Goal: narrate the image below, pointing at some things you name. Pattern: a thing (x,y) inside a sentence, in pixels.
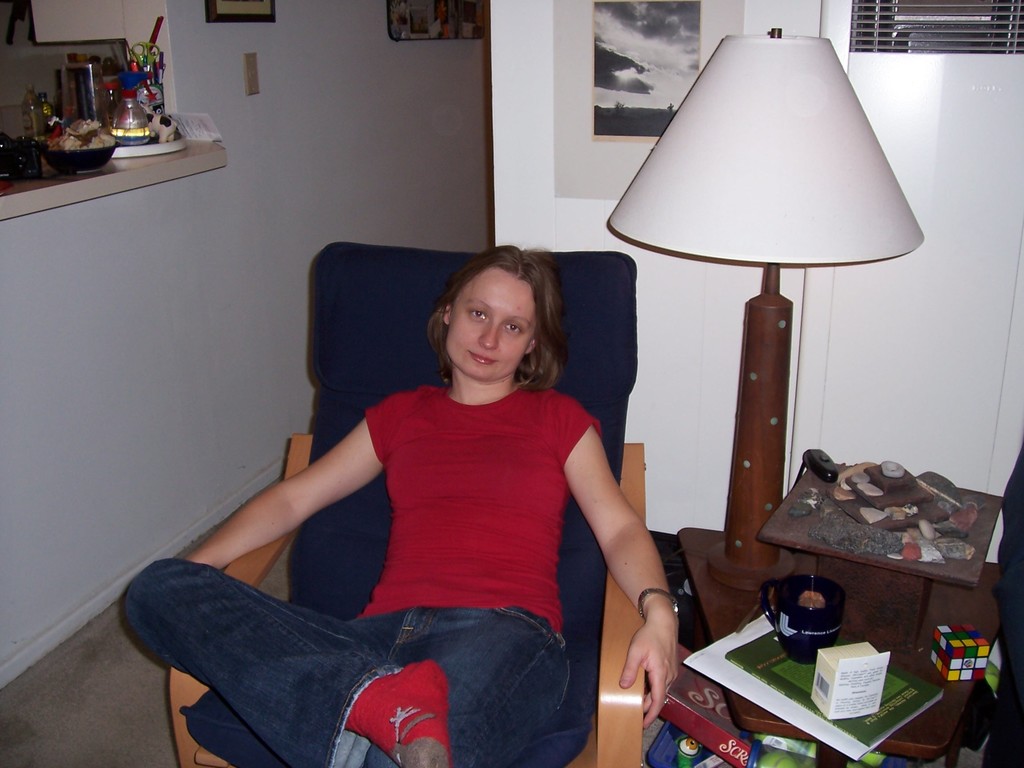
This picture shows a woman (451,297) and we see a light (792,157) and papers (736,631) and toy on the table (900,652).
